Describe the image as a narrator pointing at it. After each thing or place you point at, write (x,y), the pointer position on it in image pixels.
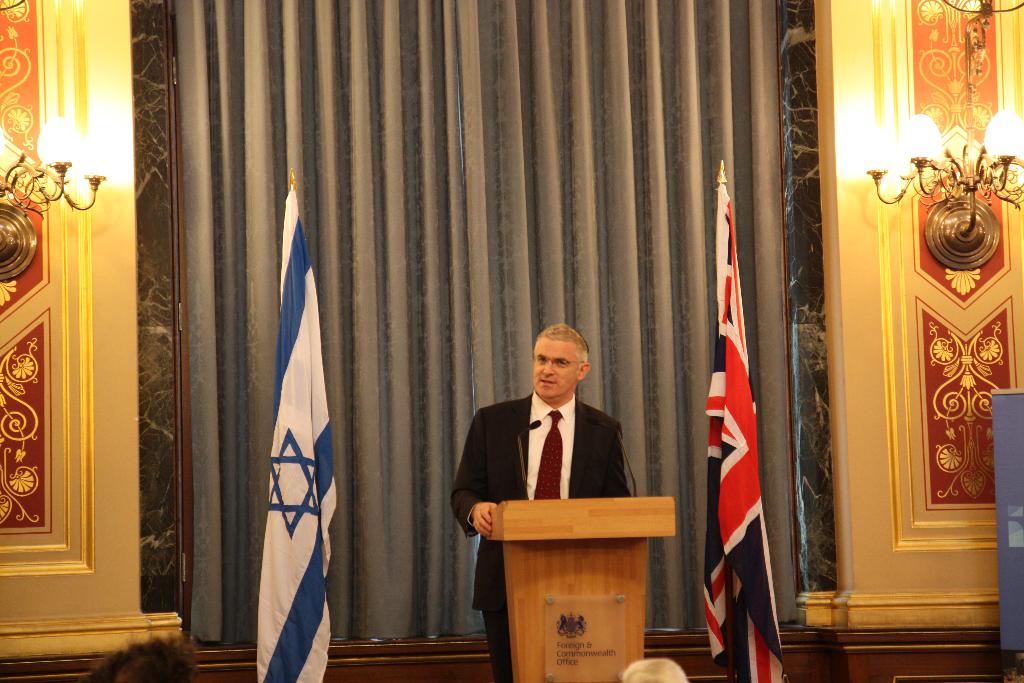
In this image we can see a person (518,426) standing. In front of him there is a podium (610,526). On that there is a board (585,638) with something written. On the podium (582,609) there are mics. In the back (291,509) there are flags (293,490). In the background (88,283) there is a wall (139,237) with lights (23,237) and some designs (15,133).
